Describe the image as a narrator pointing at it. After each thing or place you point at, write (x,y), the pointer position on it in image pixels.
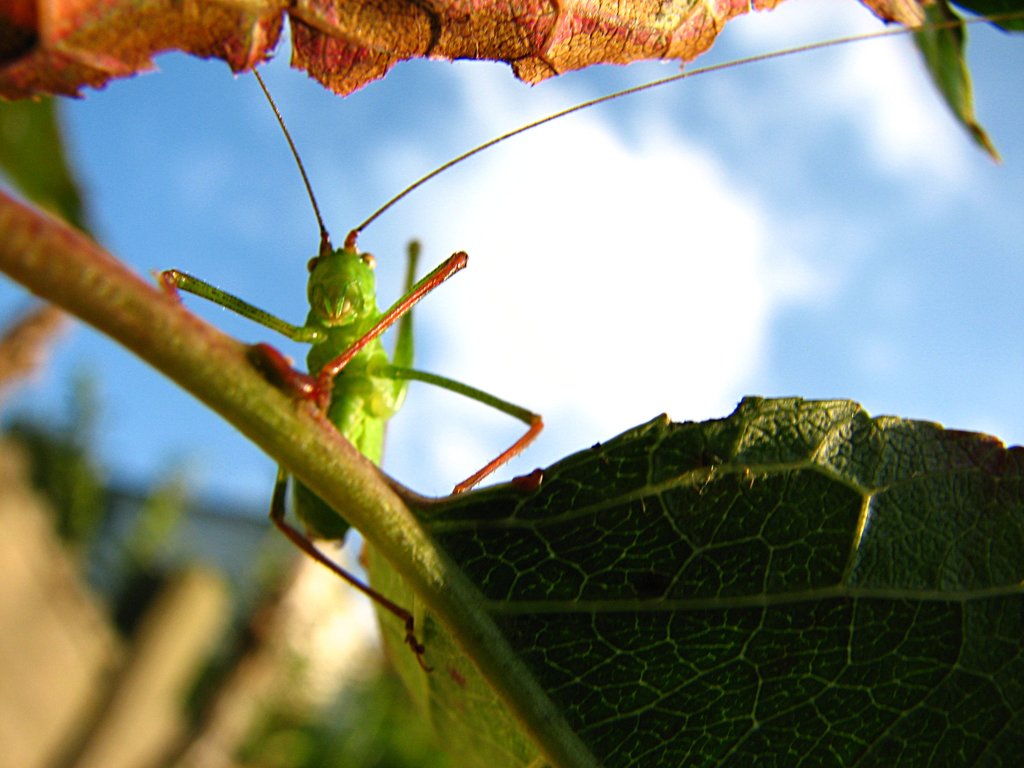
In this image we can see an insect (315,357). There is a plant (361,51) in the image. We can see the clouds (676,248) in the sky (641,253) in the image.
